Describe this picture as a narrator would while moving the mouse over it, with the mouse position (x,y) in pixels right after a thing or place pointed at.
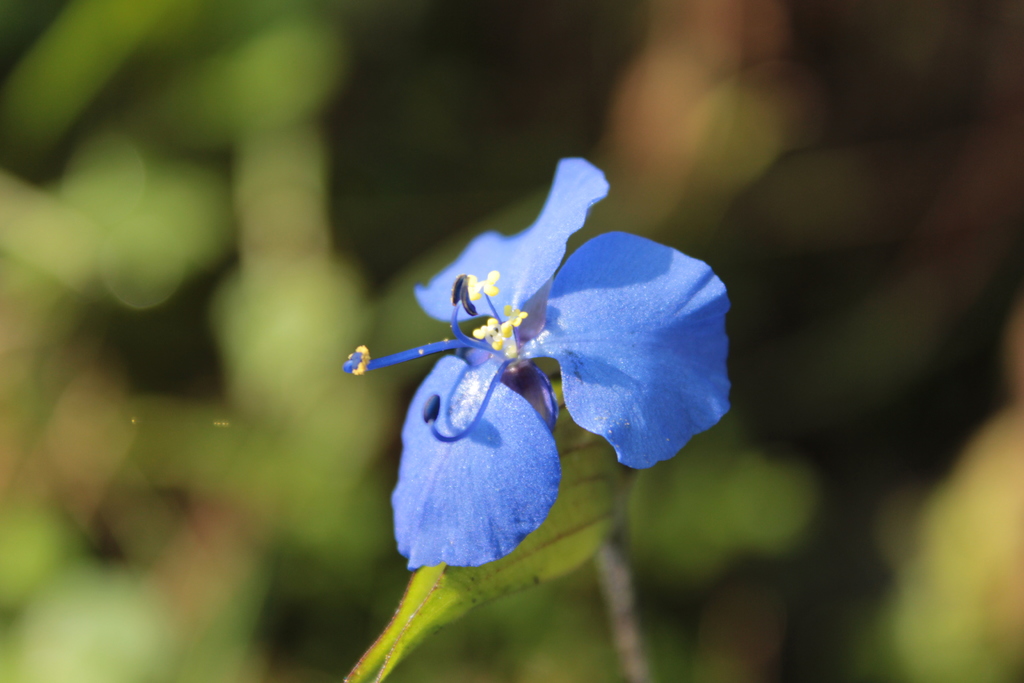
In this picture we can see a blue flower (459,347) and behind the flower (475,349) there is a blurred background (975,398).
